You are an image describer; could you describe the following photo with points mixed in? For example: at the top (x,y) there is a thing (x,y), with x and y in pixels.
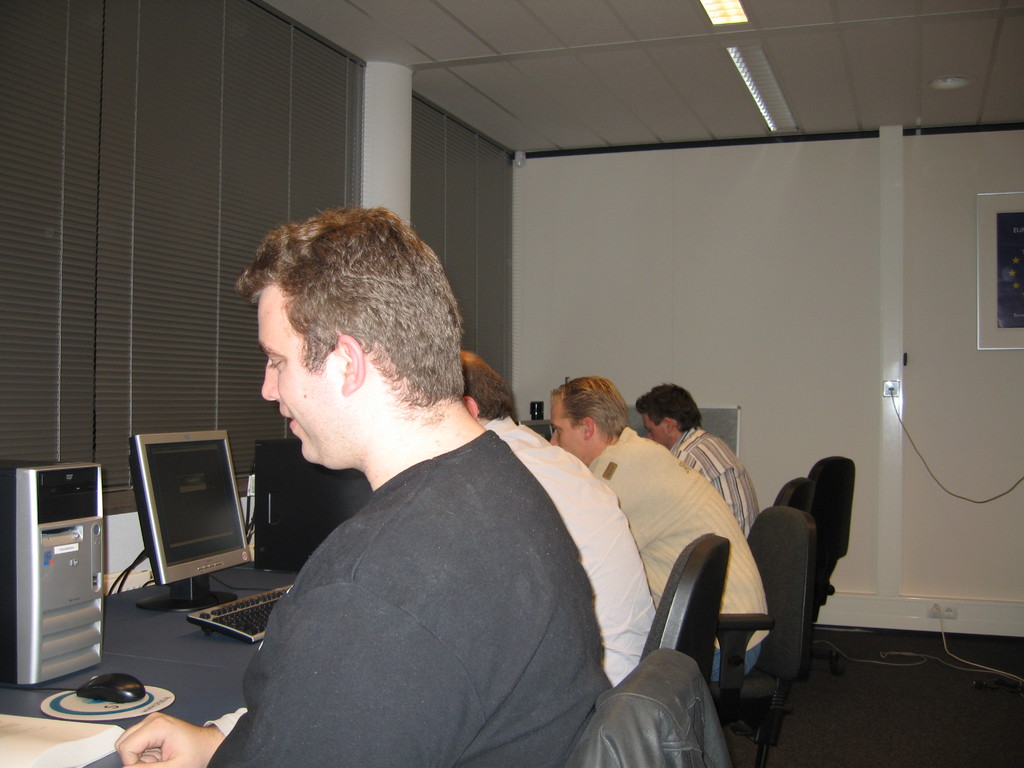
Here we can see a group of people (358,579) are sitting on the chair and in front (284,502) here is the table (135,607) and computers (178,455) and cpus (73,546) and mouse (126,691) on it, and here is the wall (844,316).
